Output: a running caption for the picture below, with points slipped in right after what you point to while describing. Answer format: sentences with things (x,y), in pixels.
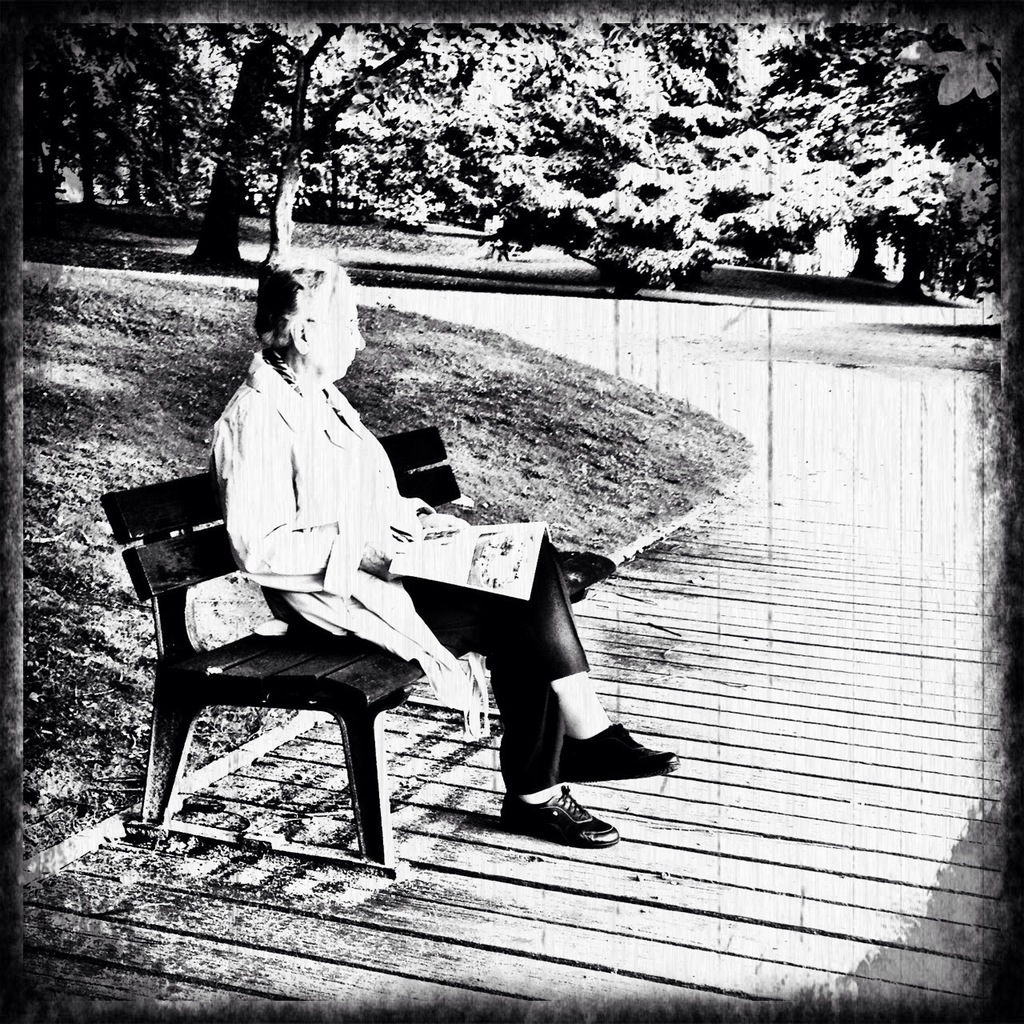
This is a black and white image, in this image there is a person (358,591) sitting on a bench (361,701) holding a book (462,571) in his hand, in the background (506,406) there is a land path (690,382) and trees (364,128).
